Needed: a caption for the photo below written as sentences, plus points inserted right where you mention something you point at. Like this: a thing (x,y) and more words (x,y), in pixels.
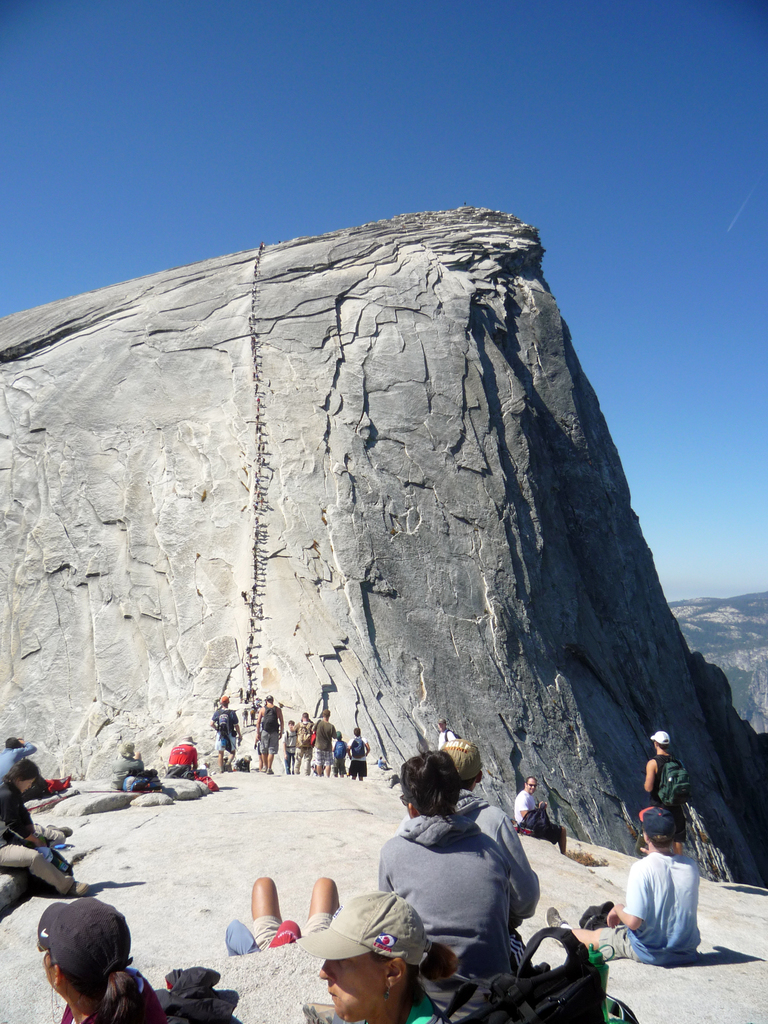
In this image I can see a crowd (495,853) and mountains (524,669). On the top (301,146) I can see the blue sky (378,134). This image is taken during a sunny day.
